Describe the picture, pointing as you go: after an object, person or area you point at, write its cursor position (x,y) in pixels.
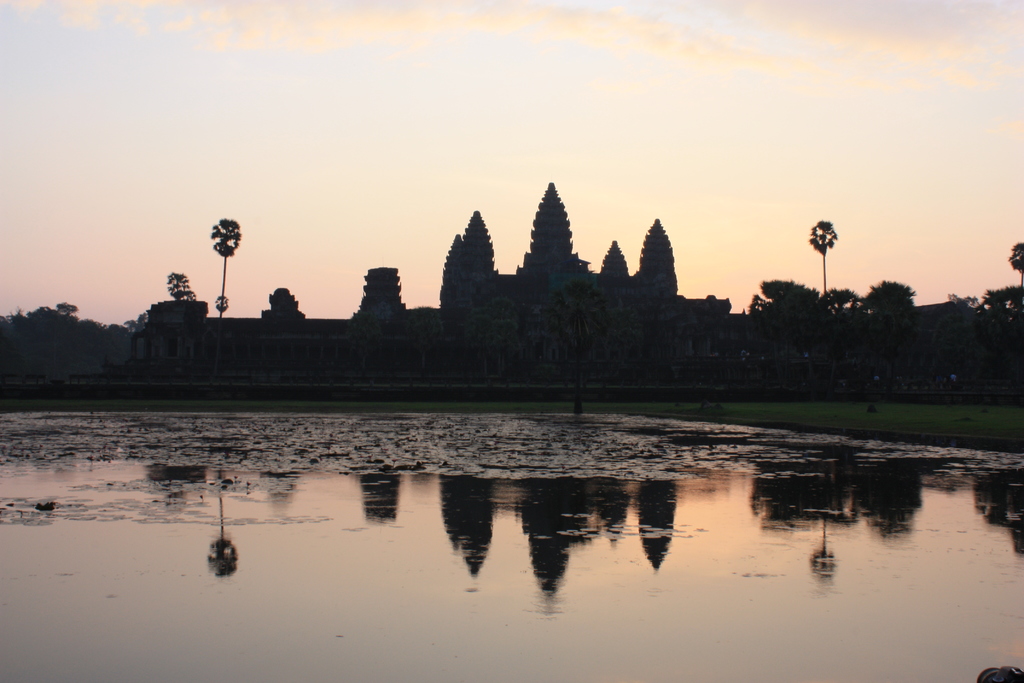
This picture consists of water (236,511), fort (638,296), trees (481,317) and the sky (461,146).
